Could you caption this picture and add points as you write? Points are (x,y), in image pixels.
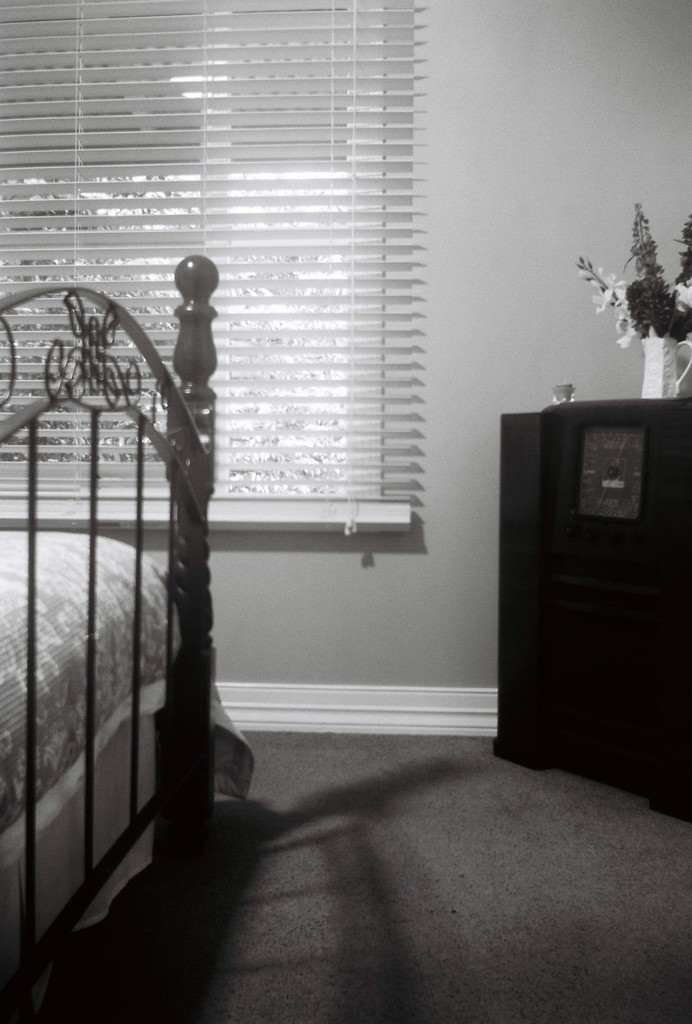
This picture describes about inside view of a room (245,608), in this we can find a bed (65,533), window blinds (271,373) and a flower vase (642,339).
